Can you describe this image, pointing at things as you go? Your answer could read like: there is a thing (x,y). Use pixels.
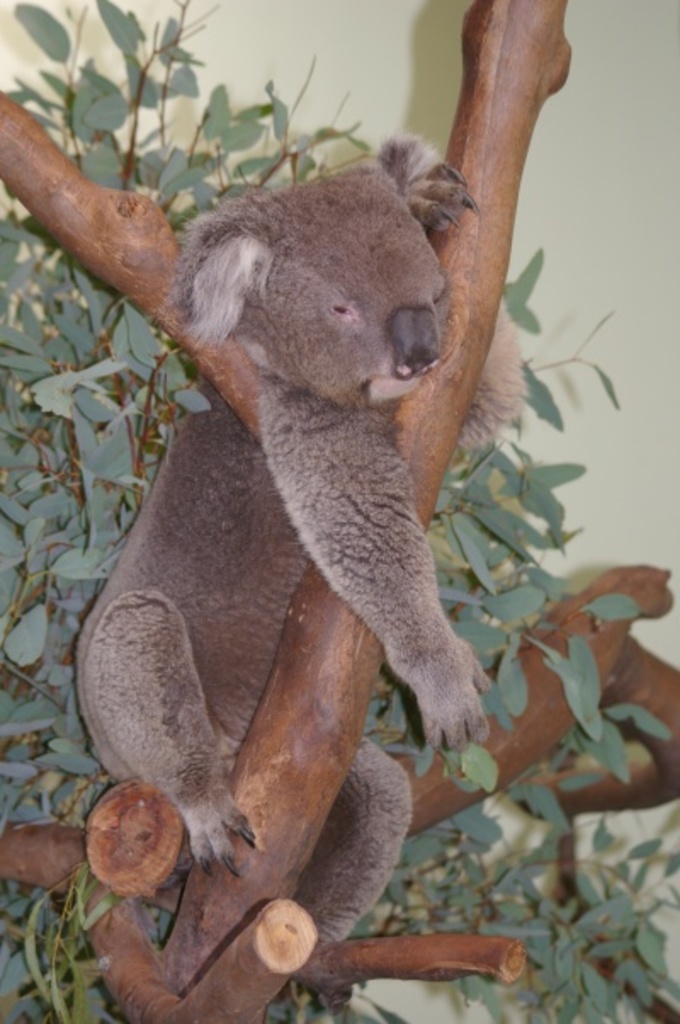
In this picture there is a animal (258,498) on the tree (484,165) and at the background (598,150) there is a wall (632,128).
